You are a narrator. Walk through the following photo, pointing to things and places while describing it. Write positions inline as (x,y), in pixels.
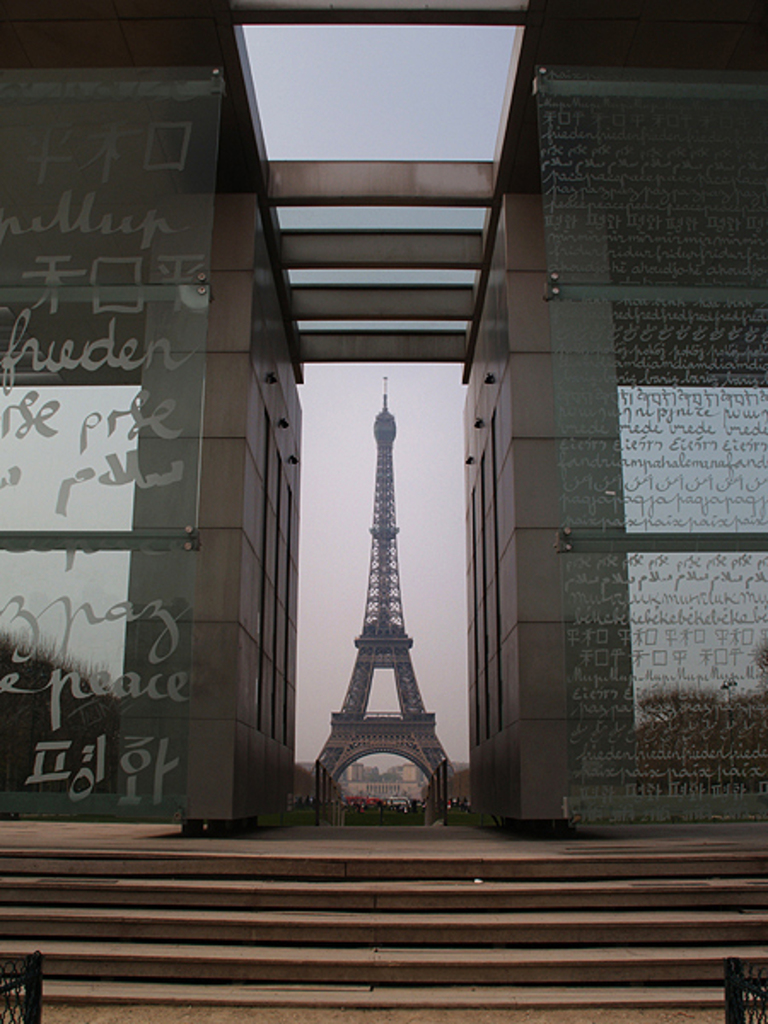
On the right side (576,304) and left side (68,549) there are glass walls (638,442), at the bottom (244,871) there are stairs (444,898), in the middle (383,594) there is a tower (375,646), in the background (352,616) there is the sky (412,555).
